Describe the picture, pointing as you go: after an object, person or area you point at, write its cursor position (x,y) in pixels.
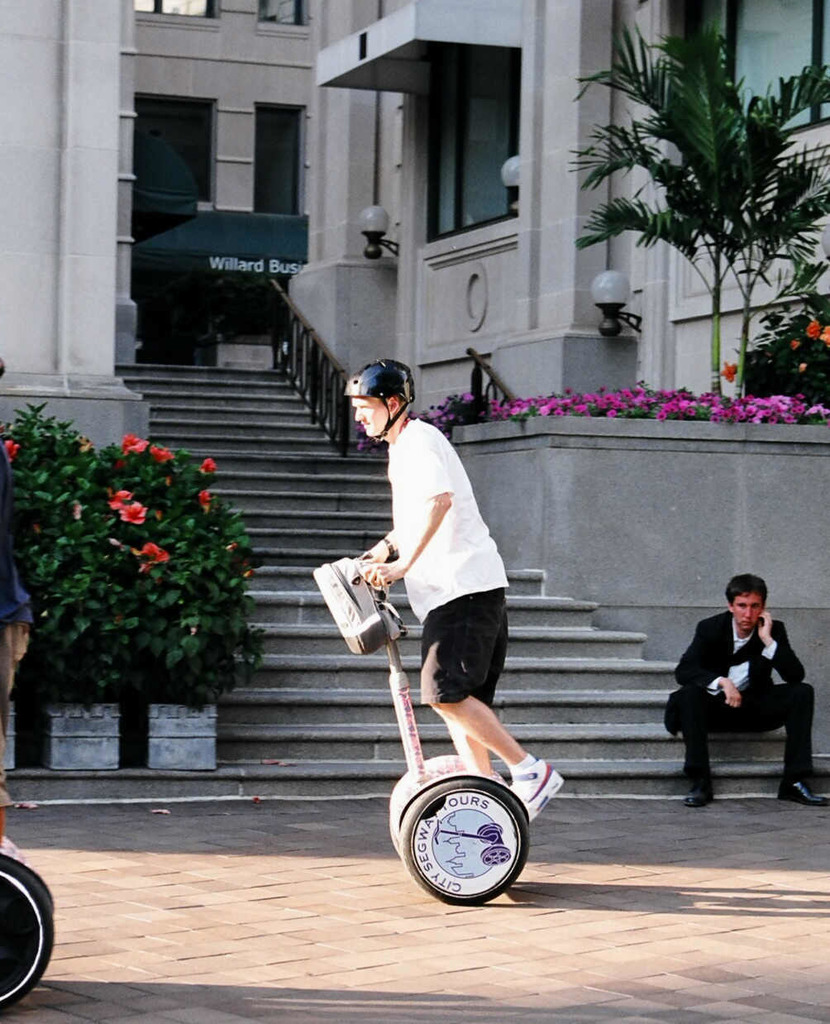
This image is taken outdoors. At the bottom of the image (184,907) there is a floor (343,894). In the background (471,225) there is a building (684,334) with walls (114,224), windows (445,192) and doors (259,316). There is a board (278,249) with a text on it. There are a few lamps (381,232). There are few plants (716,399) with flowers (146,568) in the pots (86,711). On the right side of the image (711,692) a man (677,725) is sitting on the stairs (776,736). In the middle of the image (407,558) a man (407,470) is moving in the vehicle (441,813) and there is a railing (332,415).
